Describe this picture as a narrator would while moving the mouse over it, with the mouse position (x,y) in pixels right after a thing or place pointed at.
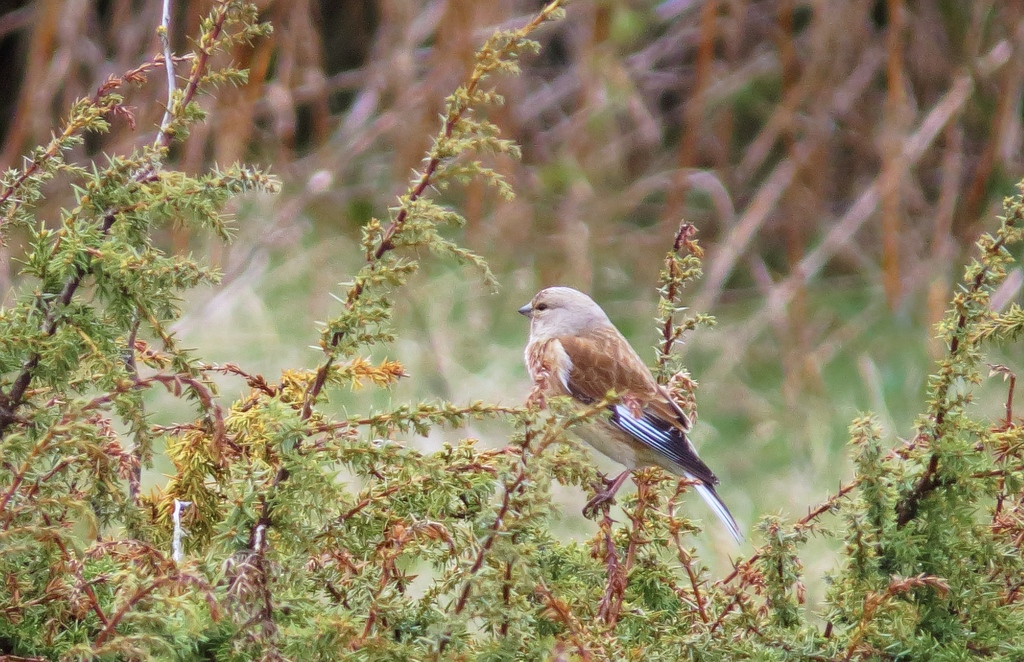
In this picture we can see plants (225,472) at the bottom (923,593), there is a bird (577,391) standing in the front (598,381), we can see a blurry background (666,16).
